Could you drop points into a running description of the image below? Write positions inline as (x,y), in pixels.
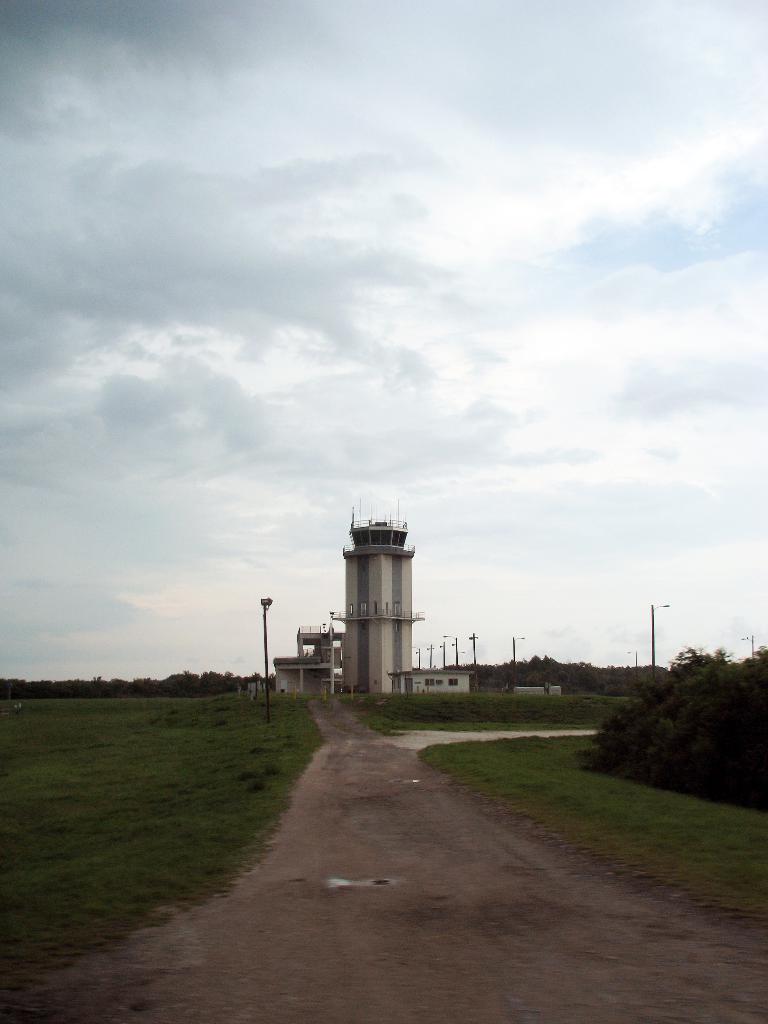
In this image we can see a building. We can also see some poles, grass (190,795), the pathway (370,835), street poles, a group of trees (617,767) and the sky (466,420) which looks cloudy.
